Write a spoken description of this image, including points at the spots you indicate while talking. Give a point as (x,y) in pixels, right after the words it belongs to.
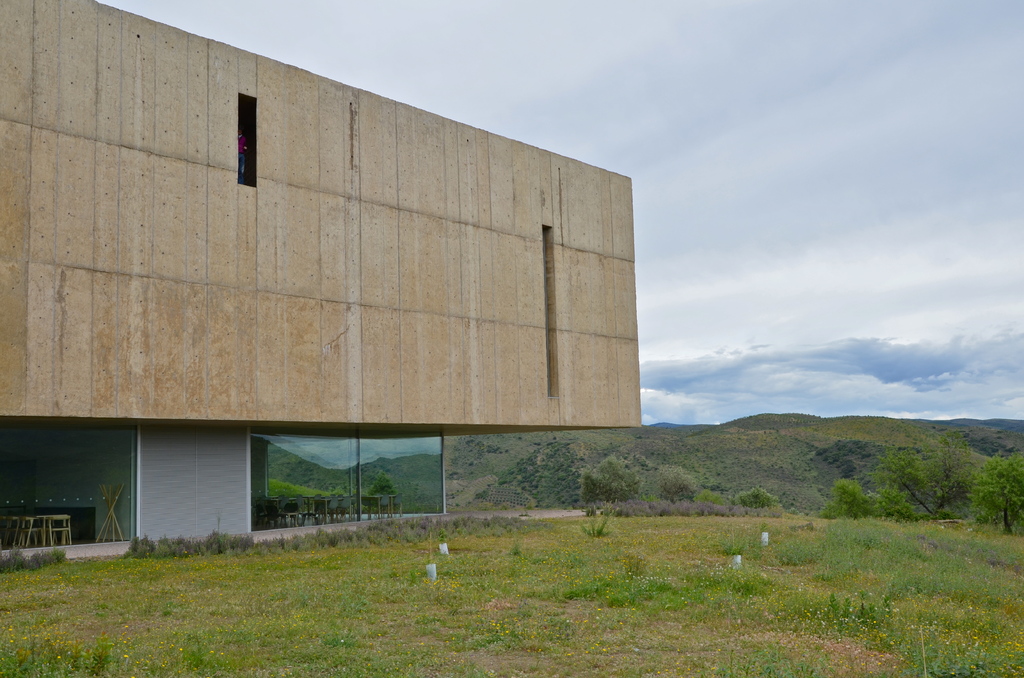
In this image we can see a building (465,381), cloudy sky (662,375), grass (587,572) and trees (595,484). Through this glass windows (414,498) we can see tables (292,512) and chairs (256,509).
